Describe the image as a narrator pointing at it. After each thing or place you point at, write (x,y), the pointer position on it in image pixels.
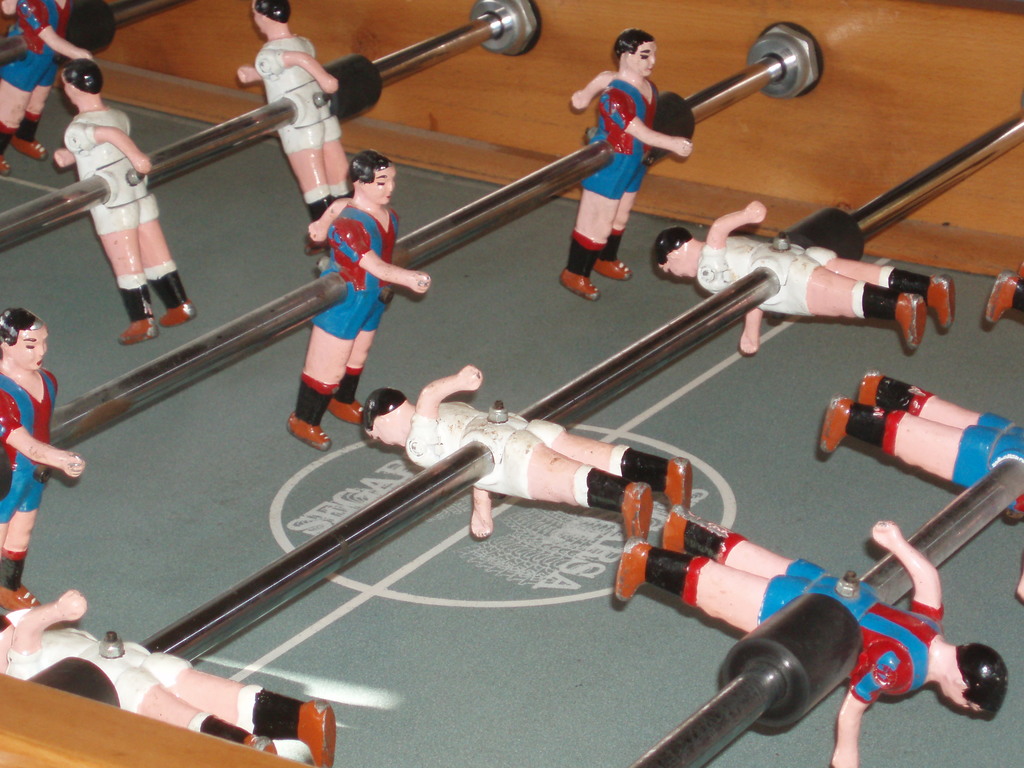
This is a table football game (427,486). In this there are bars (291,302) with figures (688,490) on that. This bars (410,490) are attached to a wooden wall (819,139). Also there is a logo (536,564) on the table (475,603).
